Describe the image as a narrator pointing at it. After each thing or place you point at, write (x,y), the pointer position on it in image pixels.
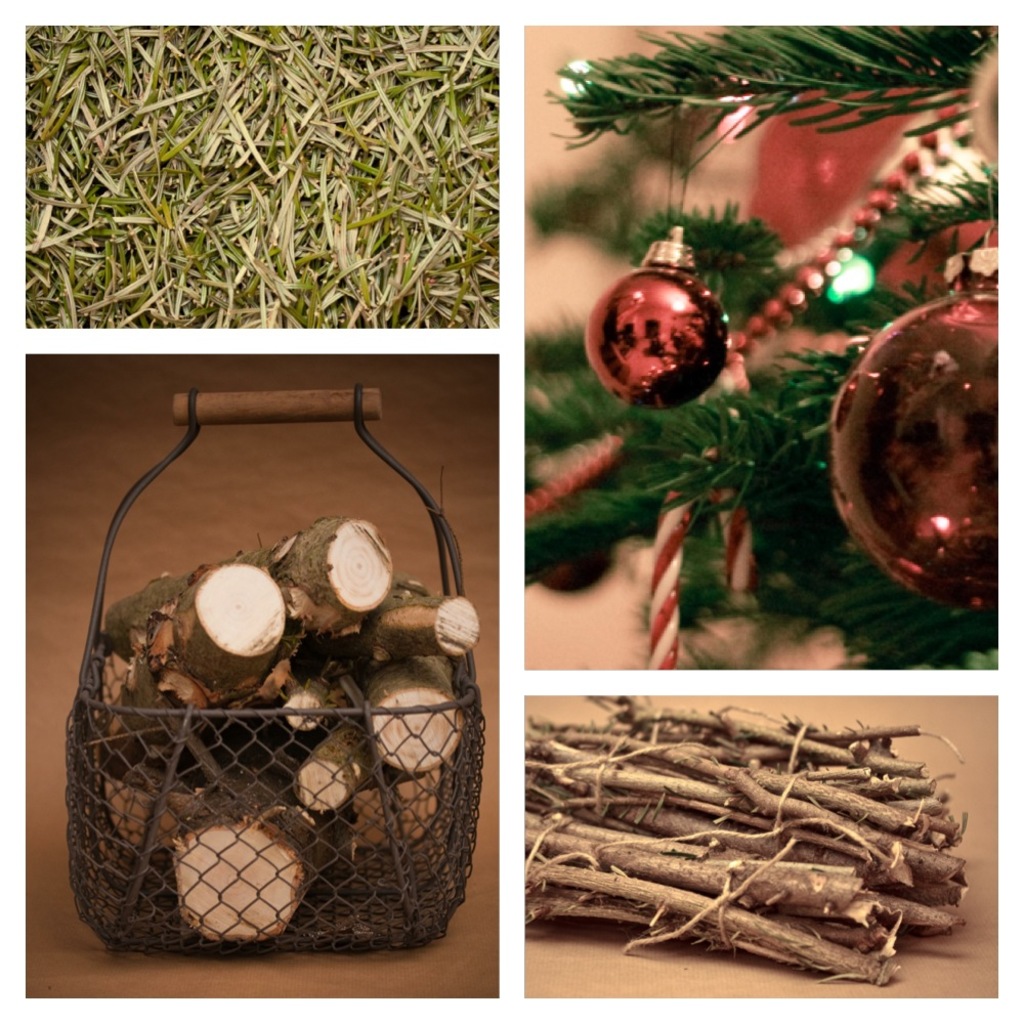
This image looks like an edited photo in which I can see Christmas tree (750,479), grass (360,316), wood sticks (660,721) in a basket (448,769) and on the floor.
